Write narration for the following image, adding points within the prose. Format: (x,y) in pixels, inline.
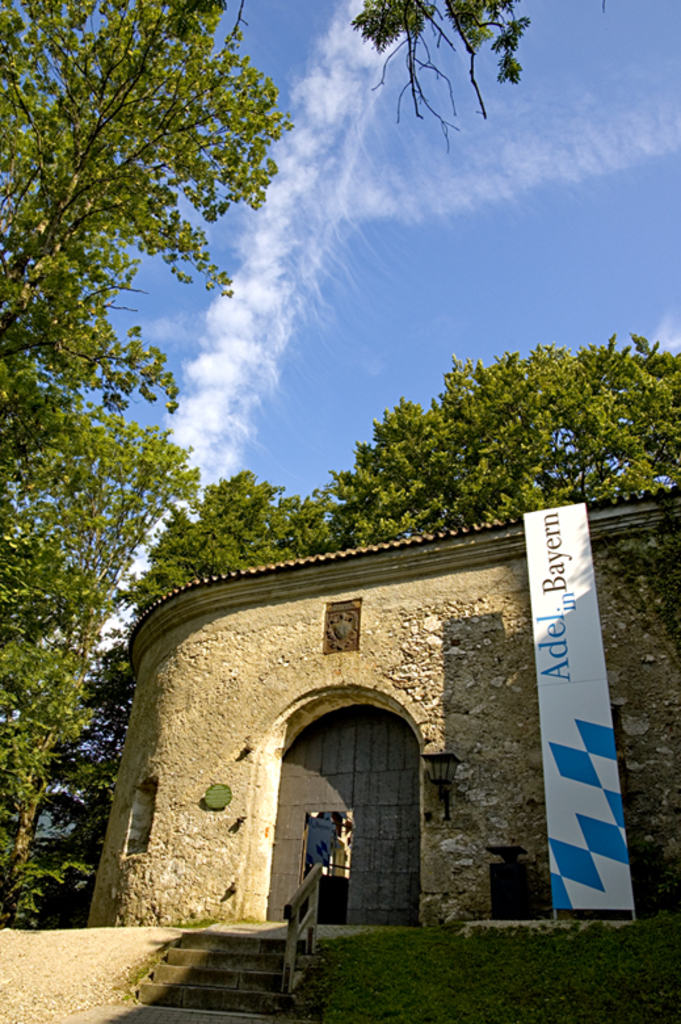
In this image we can see a house (300,681), door (291,754), steps (231,958), hoarding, light (446,791) on the wall (464,813), trees (60,569) and clouds (318,303) in the sky (387,309).
